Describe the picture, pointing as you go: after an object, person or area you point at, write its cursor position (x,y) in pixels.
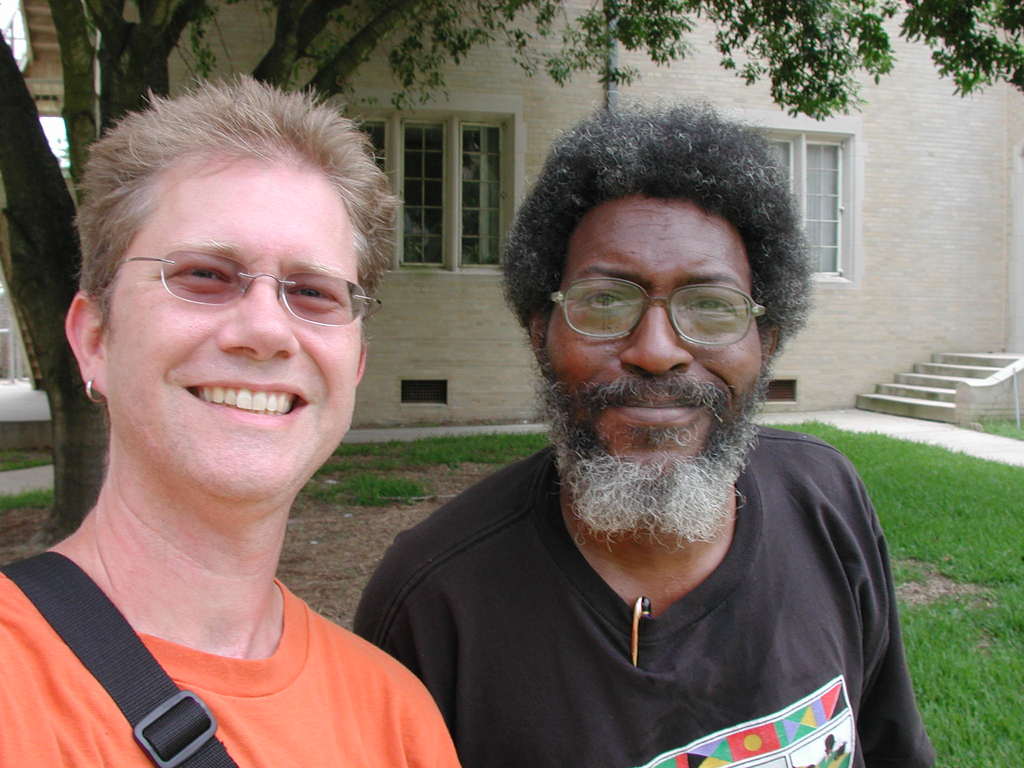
In this image we can see there are two persons (456,640) standing with a smile (261,414) on their face (300,407), behind them there is a building (876,146) and a tree (149,85).
